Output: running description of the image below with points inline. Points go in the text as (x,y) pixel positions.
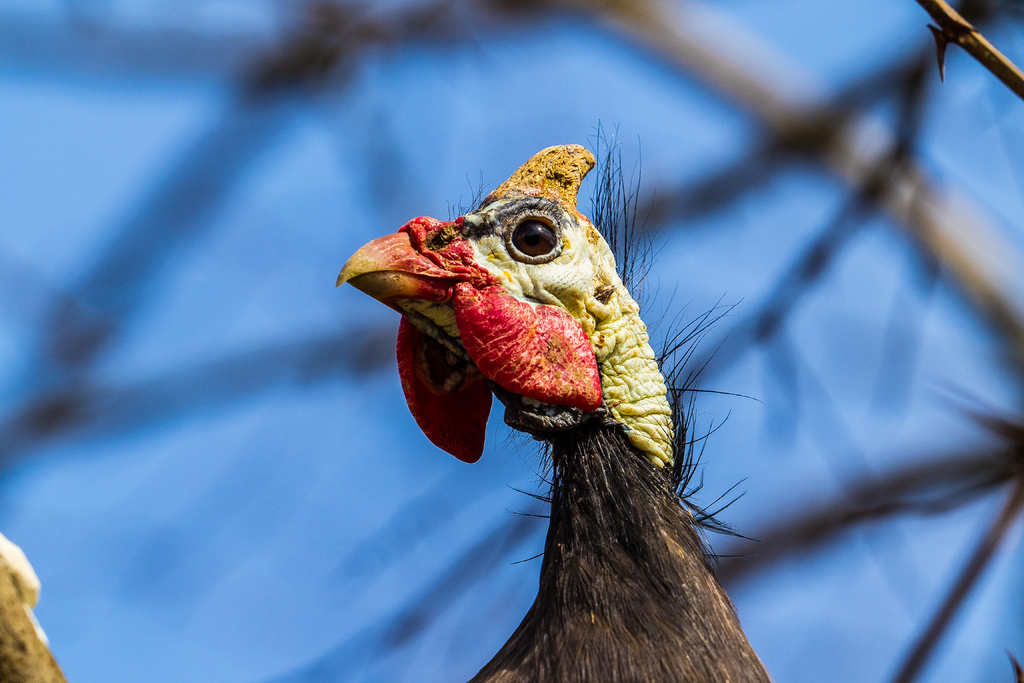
In this picture we can see a bird (735,645) and in the background (757,222) we can see sticks (887,158), sky (166,73) and it is blurry.
